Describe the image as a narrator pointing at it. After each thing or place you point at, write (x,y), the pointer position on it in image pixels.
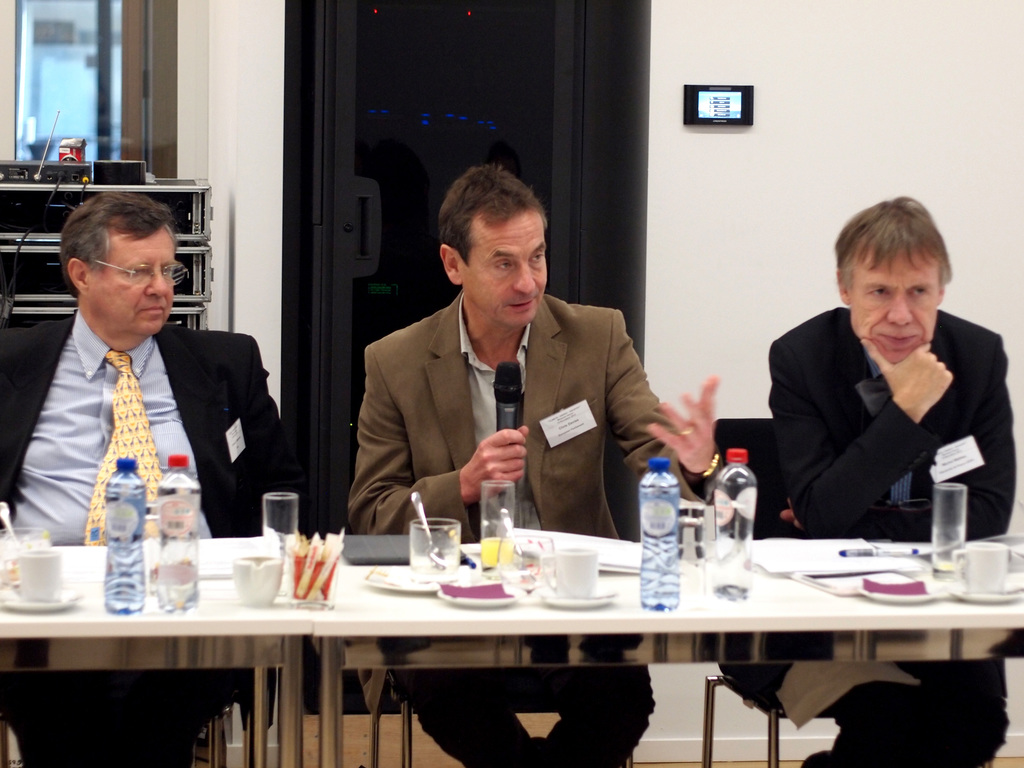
In this image I see 3 men (987,365) who are sitting on the chairs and I can also see that this man (435,443) is holding a mic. I can see that there is a table (792,630) in front of them and there are few bottles (660,595), cups (1006,572), glasses (285,504) and few papers (837,547) on it. In the background (1012,690) I see the wall (246,210).
